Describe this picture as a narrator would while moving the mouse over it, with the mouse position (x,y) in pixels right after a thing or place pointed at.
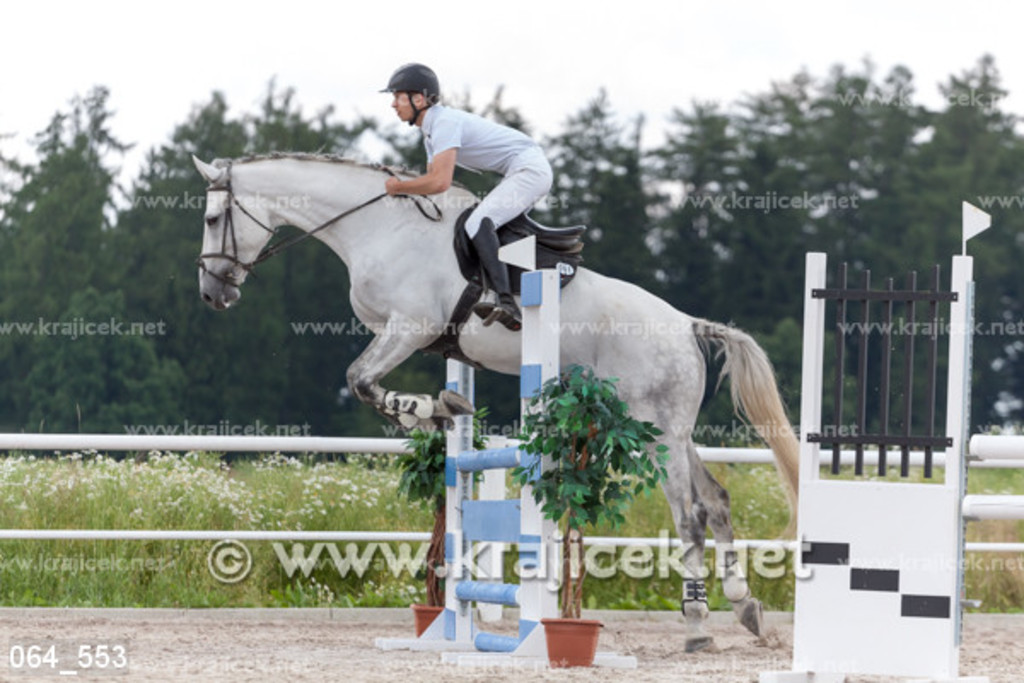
In this image in the middle (450,233), there is a horse (693,481) on that there is a man (499,170), he wears a t shirt (483,167), trouser (492,195), shoes (510,291), he is riding a horse (397,275). At the bottom (212,642) there is a land (268,645) and text (121,647). In the background (166,525) there are plants (203,511), railing (184,534), flowers (300,467), trees (889,259), flag (984,222), watermark (745,207) and sky (562,31).
